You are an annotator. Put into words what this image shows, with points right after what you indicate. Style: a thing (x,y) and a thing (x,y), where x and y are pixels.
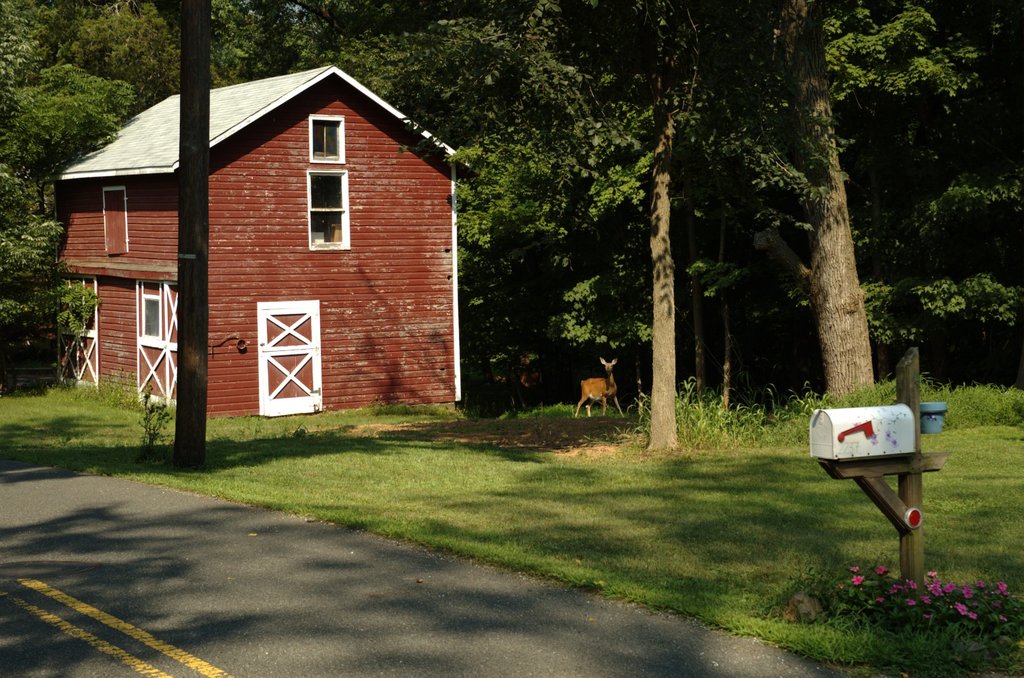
In the image we can see there is a road (285,666) and there is ground (640,501) covered with grass (811,536). There are flowers (938,590) on the plant (895,590) and there is a post box (882,438) kept on the stand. There is a deer (590,397) on the ground (525,451) and there is a house (327,234). Behind there are lot of trees (86,130).
